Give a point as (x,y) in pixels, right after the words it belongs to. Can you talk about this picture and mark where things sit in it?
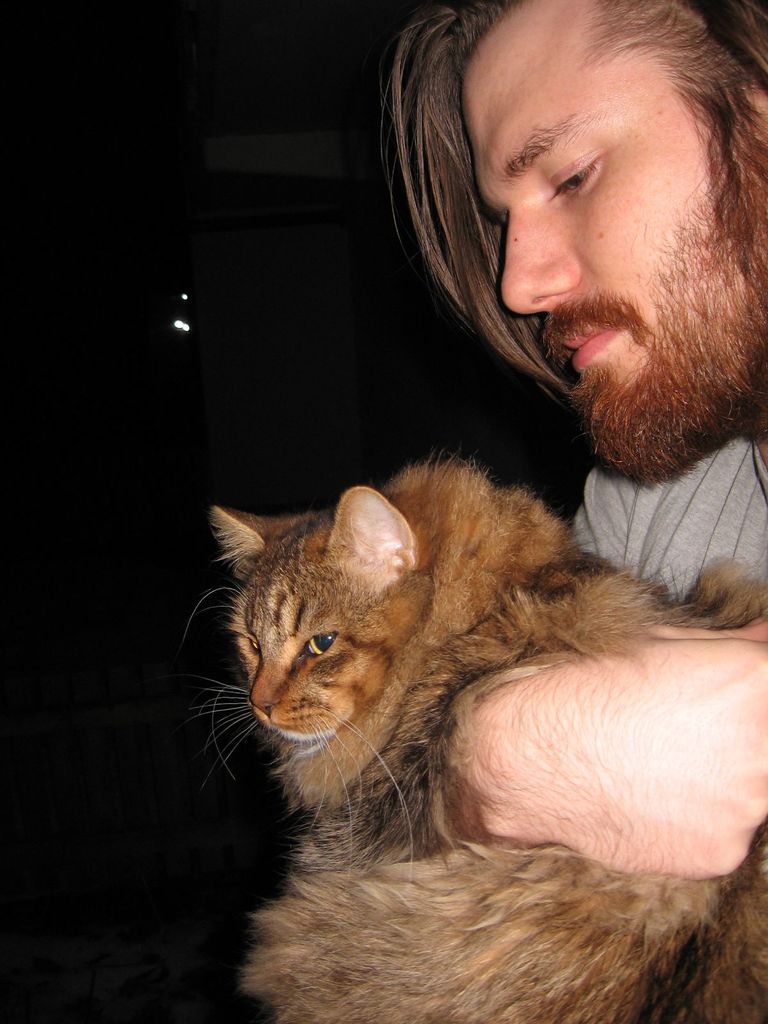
in this image i can see a cat (390,659) which is holded by a person (685,452). he has beard (609,428) and silky hair (453,215).
